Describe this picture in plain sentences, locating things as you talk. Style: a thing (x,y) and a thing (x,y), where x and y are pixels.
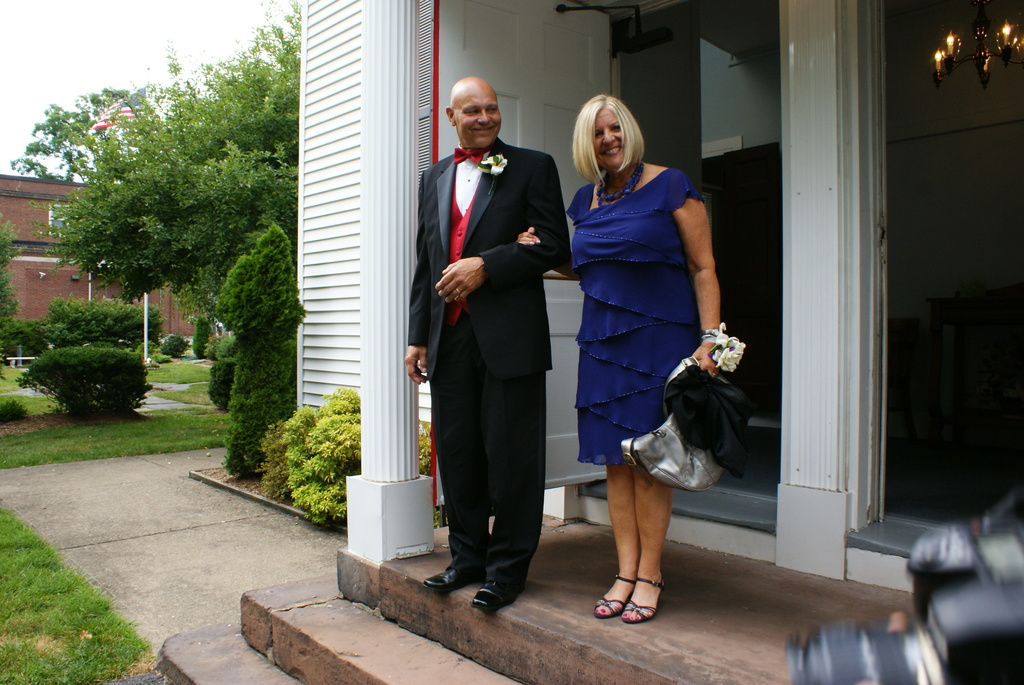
In the image there is a man (505,338) and a woman (610,305) standing in front of a door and they are posing for the photo. Beside them there are trees (213,299) and plants (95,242), on the right side (923,595) there is a camera (965,623).
